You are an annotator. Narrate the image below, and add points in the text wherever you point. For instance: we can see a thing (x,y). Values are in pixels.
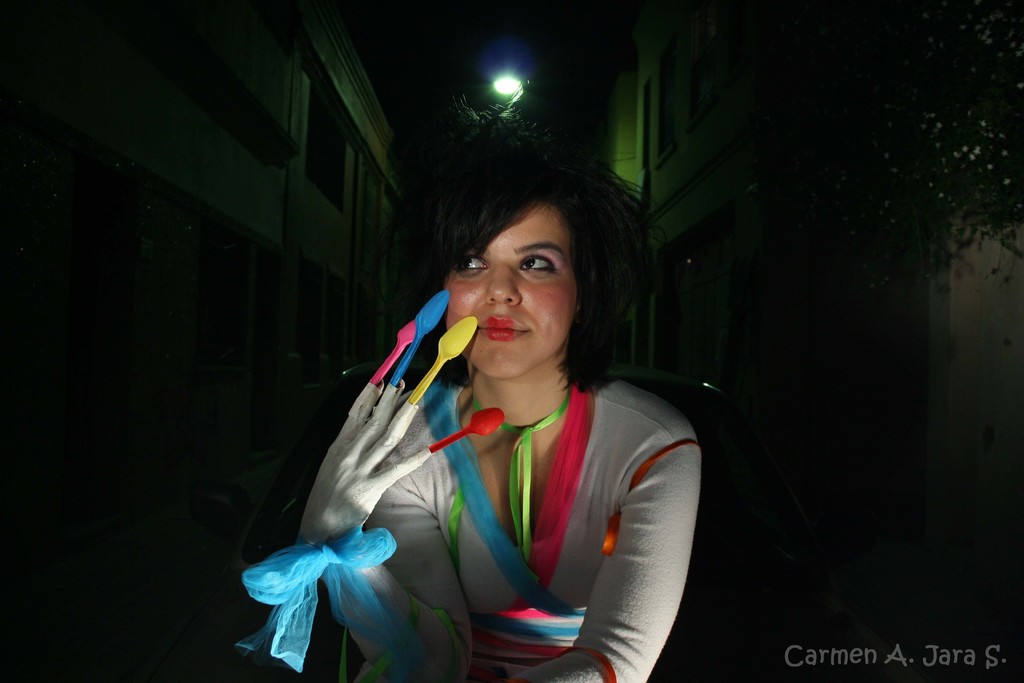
In this picture there is a woman (617,485). She is smiling and looking up. She is wearing spoons (438,371) to her fingers (406,405). In the background (720,174) there are buildings (355,149), trees (945,165) and street light (501,82). There is text (891,656) to the below right corner of the image (878,650).
